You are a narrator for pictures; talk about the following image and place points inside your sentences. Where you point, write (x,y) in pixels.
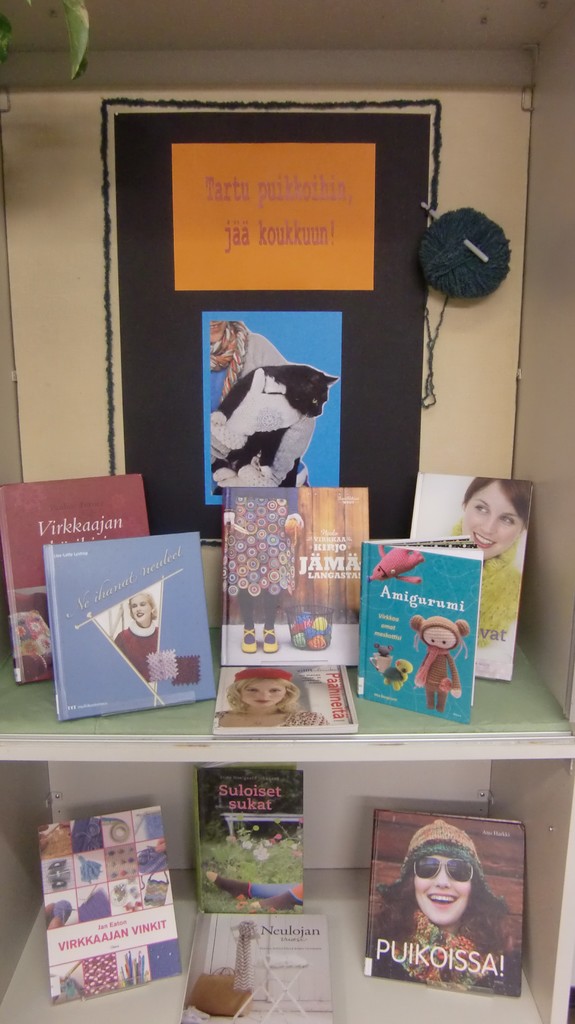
In the image there are many books (236,624) on the shelf (340,799) and on the back wall (496,189) there is a poster (333,228) with a woolen ball (458,249) and a needle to it.
